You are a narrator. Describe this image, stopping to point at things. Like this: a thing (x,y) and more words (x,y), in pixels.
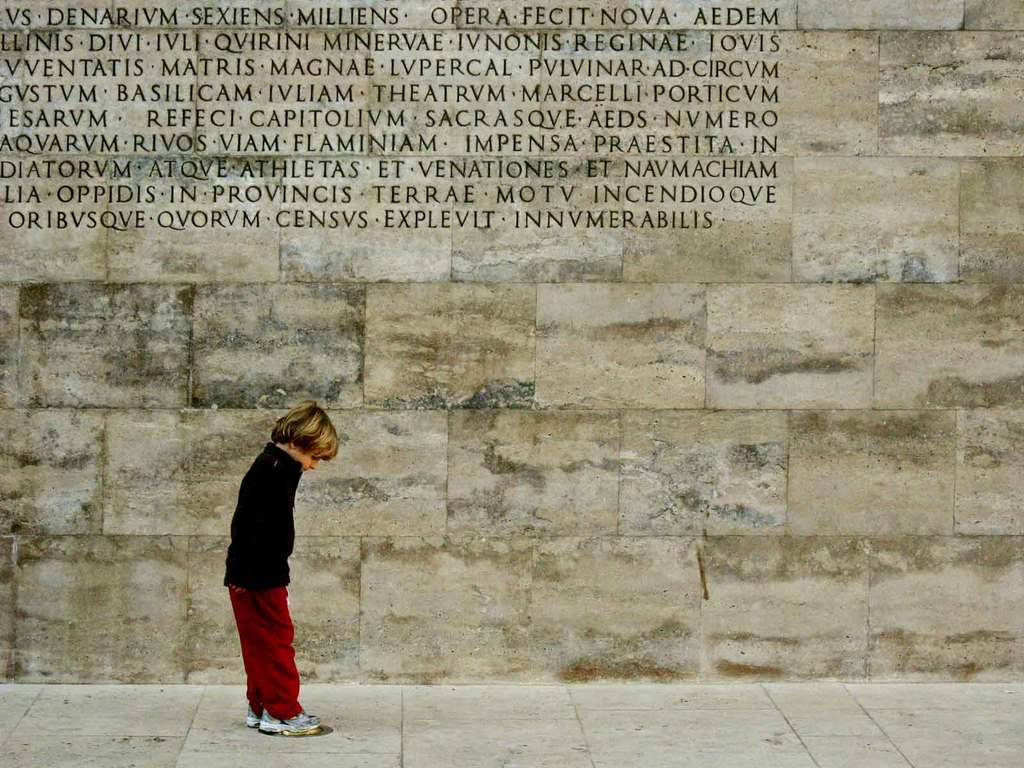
In this image there is a boy (264,526) wearing a black shirt (265,566) is standing on the floor (583,691). Behind it there is a wall (572,322) having some text (470,121) carved on it.
